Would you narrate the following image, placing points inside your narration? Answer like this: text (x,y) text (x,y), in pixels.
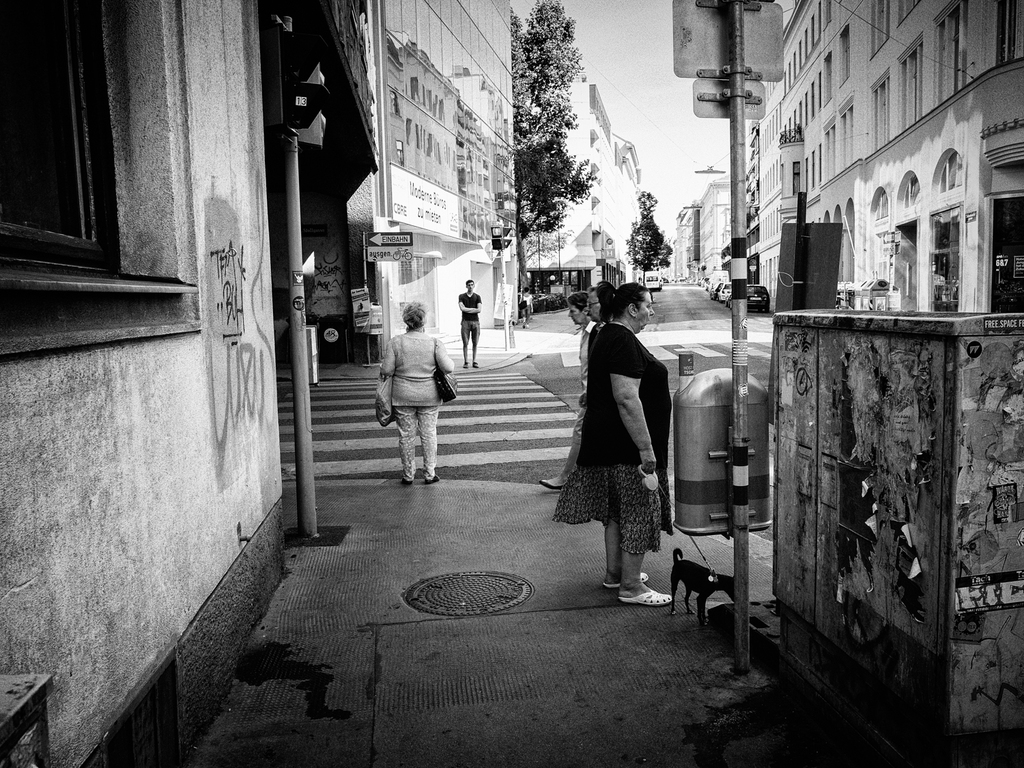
This is a black and white image and a street view. I can see trees (554,187) and buildings (853,115) on the left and right sides of the image and I can see several people (387,378) on the sidewalk (519,342).
